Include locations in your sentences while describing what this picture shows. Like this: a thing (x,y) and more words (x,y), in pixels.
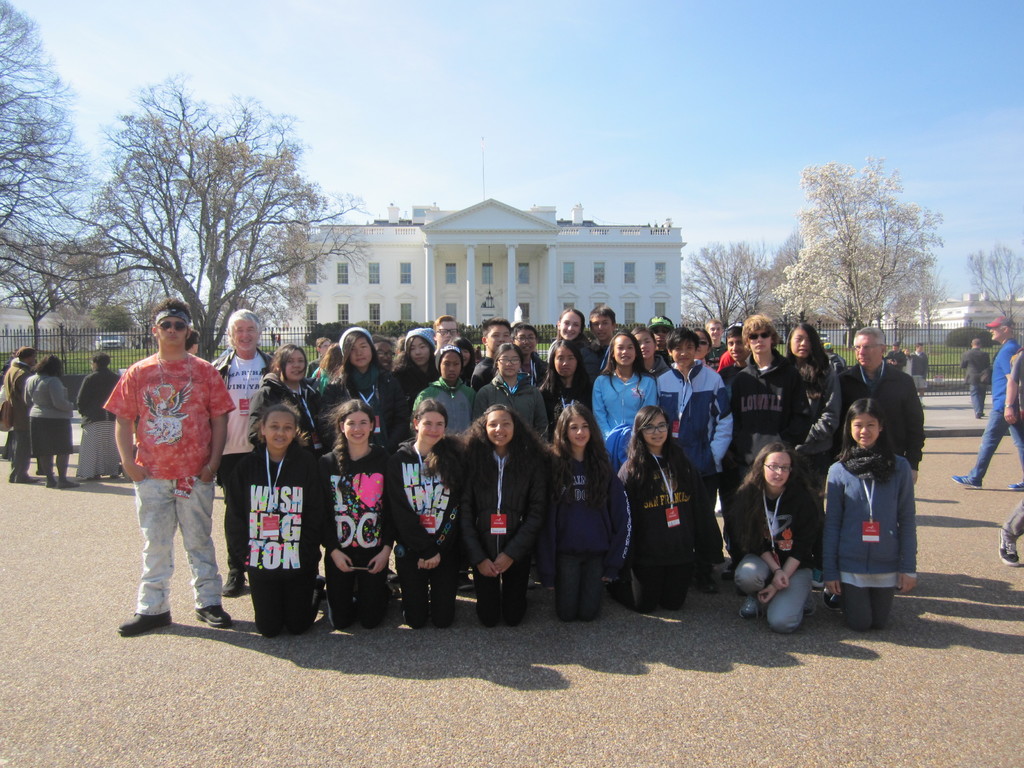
In this image we can see a few people (282,507), there are some buildings (330,290), trees (217,306), vehicles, grass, windows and the fence (133,330), in the background (481,78), we can see the sky (472,75).
